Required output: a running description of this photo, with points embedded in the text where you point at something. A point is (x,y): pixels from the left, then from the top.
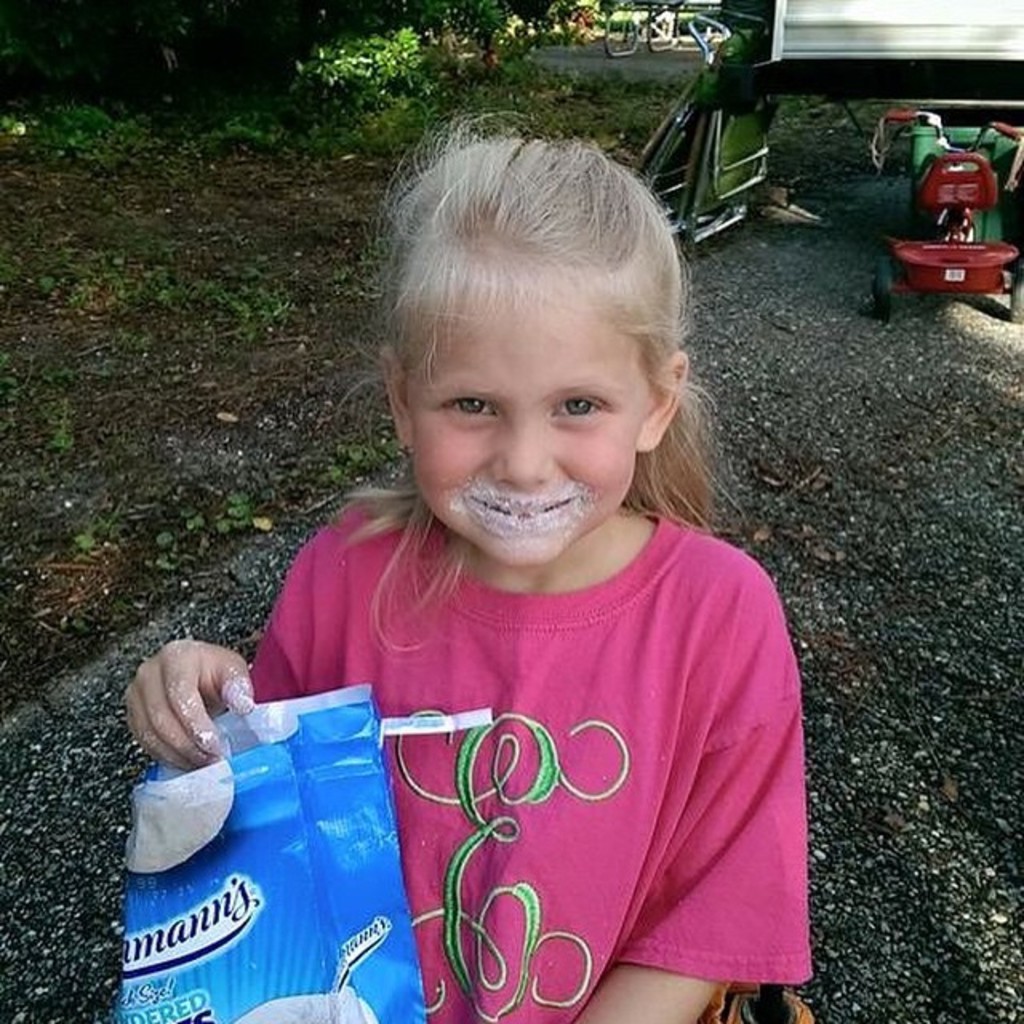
In this image we can see a girl (499,611) holding a packet (269,795) with her hand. In the right side of the image (880,316) we can see a tricycle (971,187), a container (991,226), a vehicle (858,32) and some folding chairs (716,177) placed on the ground (849,250). At the top of the image (213,74) we can see a group of trees (220,74) and some plants (377,49).
